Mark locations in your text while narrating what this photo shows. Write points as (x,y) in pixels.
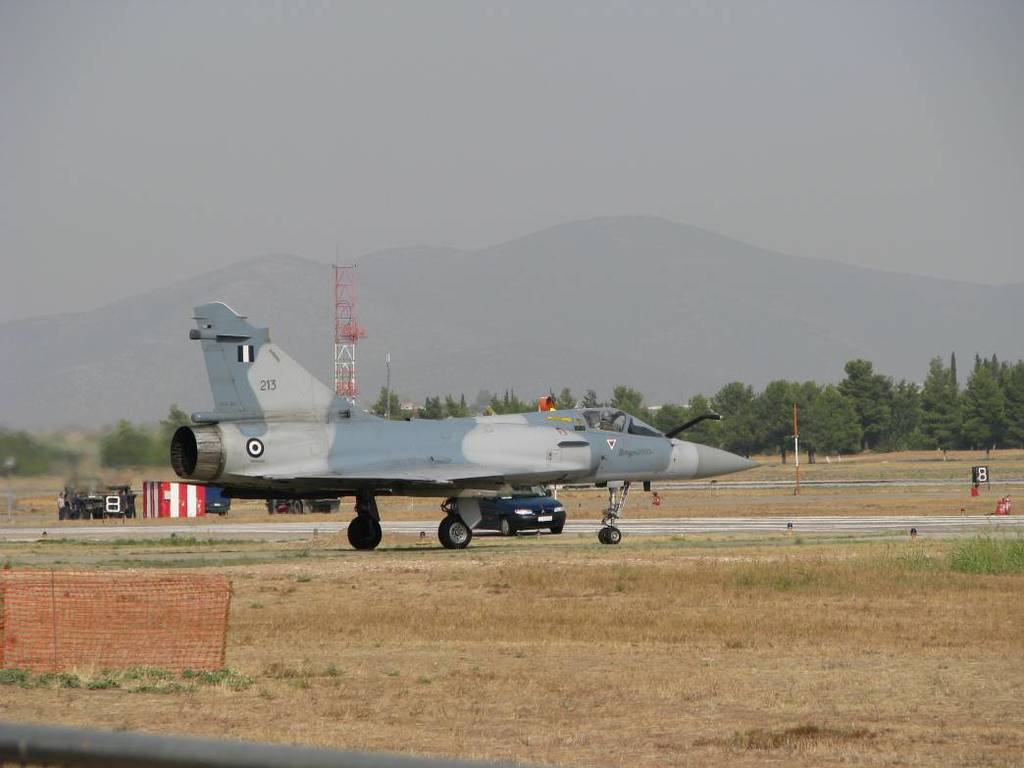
In the center of the image (627,424) there is a aircraft (308,405). In the background of the image (434,371) there are mountains (474,265). There are trees (742,391). There is a tower (342,311). At the bottom of the image (472,671) there is dried grass (657,663).
